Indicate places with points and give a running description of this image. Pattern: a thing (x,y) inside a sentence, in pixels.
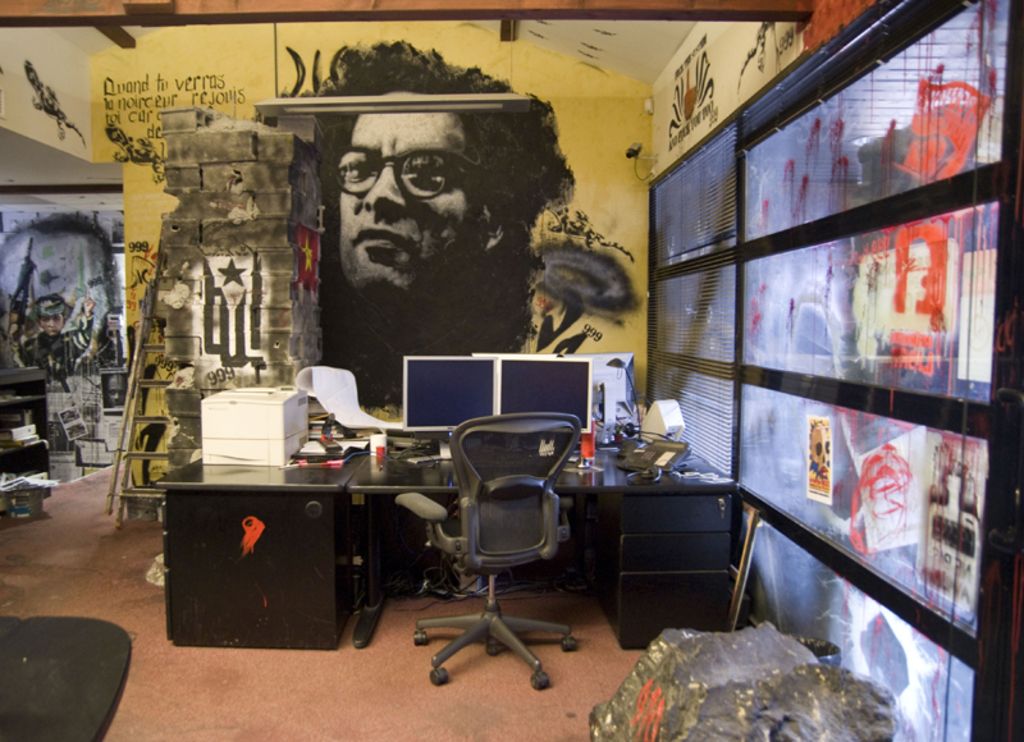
There is a room (393,406) in which a table (584,473) and a chair (543,501) is placed at the center (604,466) and there are two computers (529,378), a telephone (649,464) and a box (269,429) which is placed at the top of the table (339,477) and in the background (298,49) there is a wall (417,38) on which the painting (448,162) of a person (427,225) is drawn and there is a quote (143,109) written on the left side of the wall (143,81) and there is a ladder (134,418) placed in front of the wall (164,304) and there is a camera (628,158) which is wall mounted.
